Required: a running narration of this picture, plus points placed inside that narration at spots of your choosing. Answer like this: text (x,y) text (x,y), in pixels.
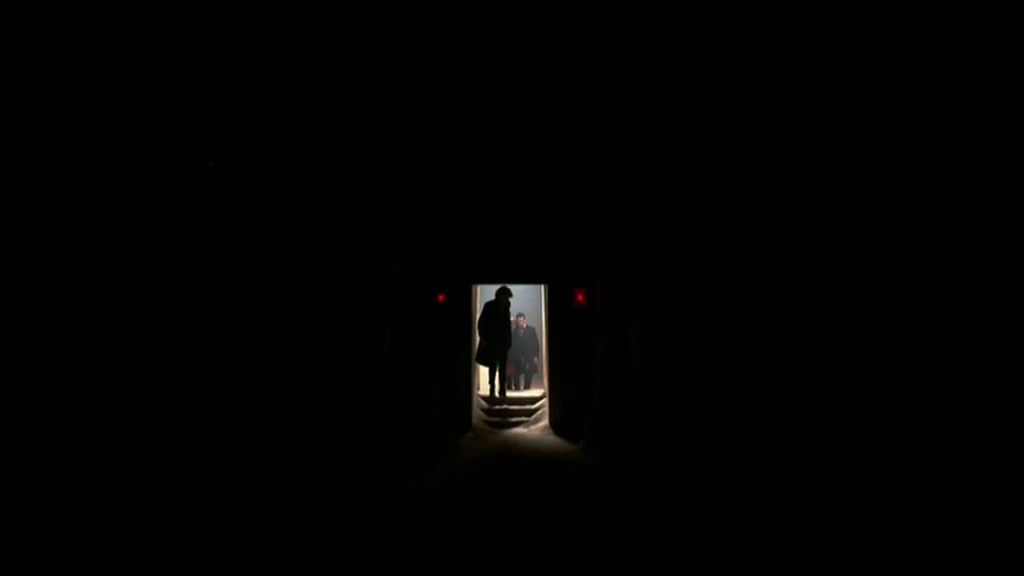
It is the dark image in which we can see that there is a person (488,339) standing on the steps (505,398) in the middle (493,310). In front of him there is another person (526,327). There are red lights (441,295) on either side of the person (491,324).
